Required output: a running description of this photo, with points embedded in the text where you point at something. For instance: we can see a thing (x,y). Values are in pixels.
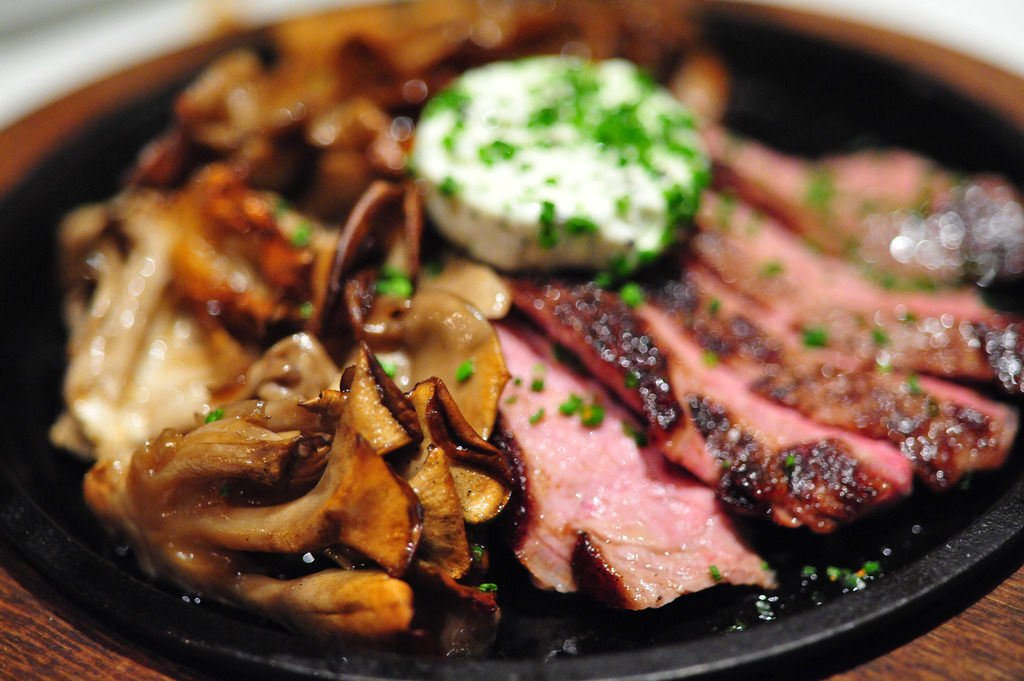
This image consist of food (363,303) which is on black colour pan (799,566).
